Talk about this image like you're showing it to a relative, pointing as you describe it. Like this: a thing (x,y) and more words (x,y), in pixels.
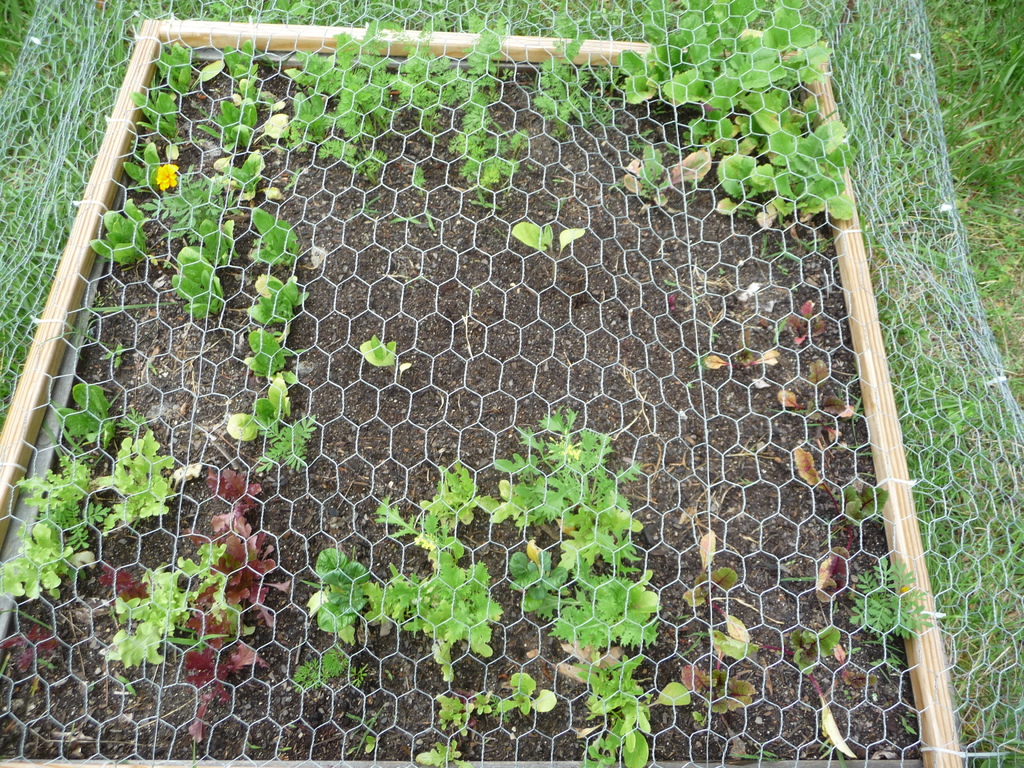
In this picture we can see few plants (748,176) and fence (503,345).
